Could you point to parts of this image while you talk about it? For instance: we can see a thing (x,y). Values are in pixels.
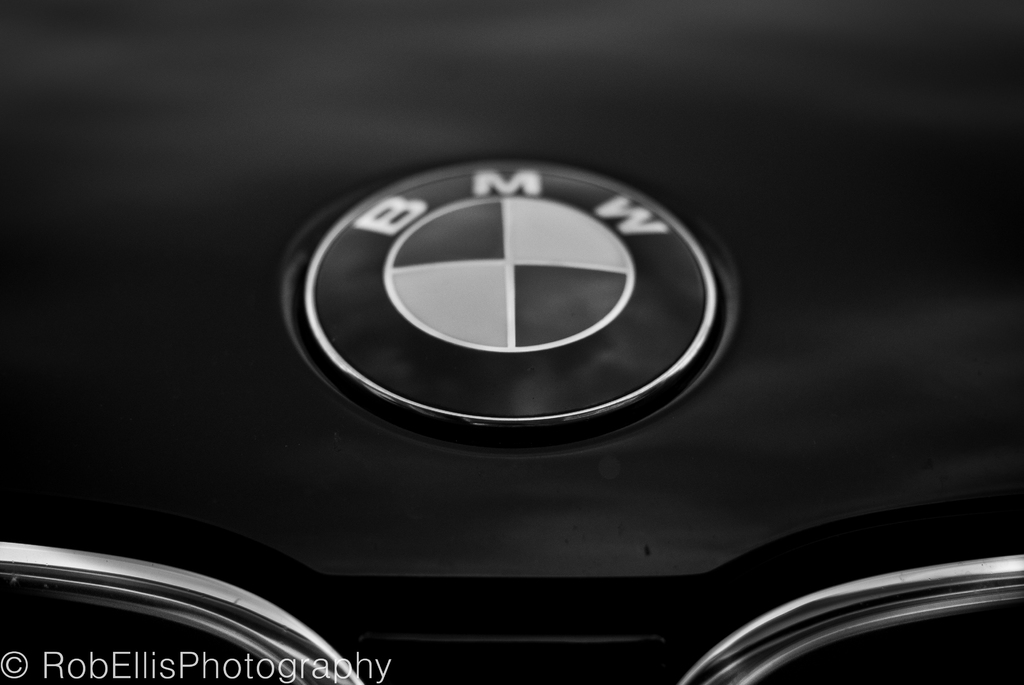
In this picture I can see a logo (459,312) on a black color surface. Here I can see a watermark (166,653).
